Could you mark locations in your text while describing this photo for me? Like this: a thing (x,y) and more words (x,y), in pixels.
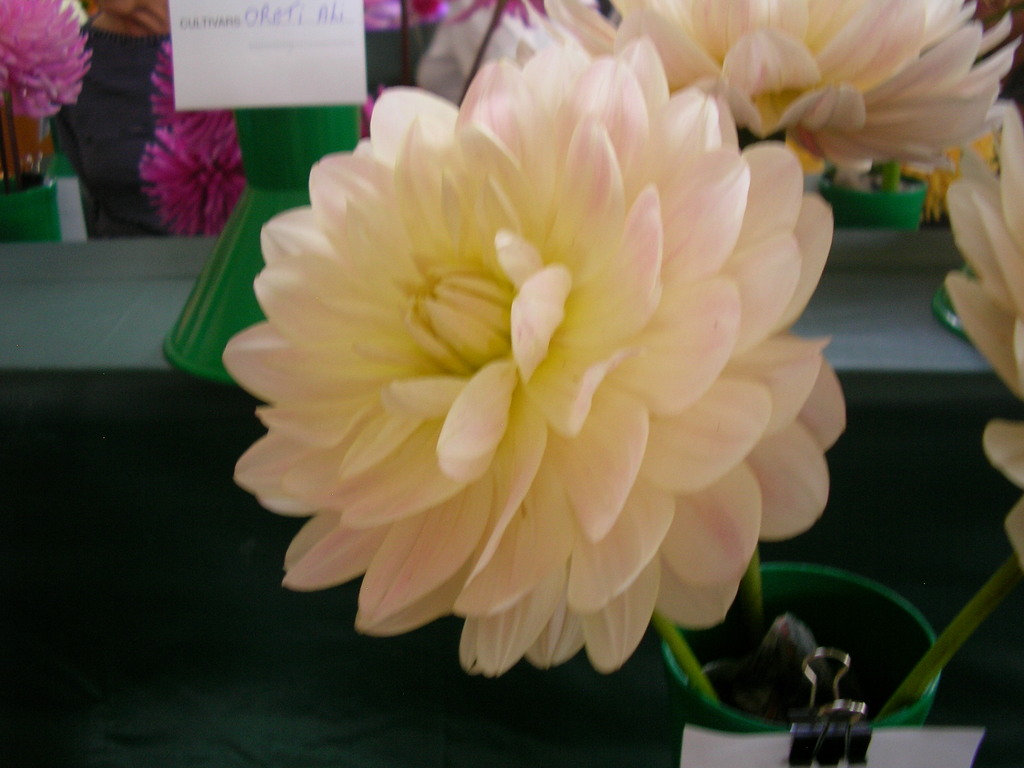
In this image I can see few flowers (613,306). They are in cream and pink color. I can see a white color paper (259,44) and something is written on it. In front (914,653) I can see green color pot (842,585).
